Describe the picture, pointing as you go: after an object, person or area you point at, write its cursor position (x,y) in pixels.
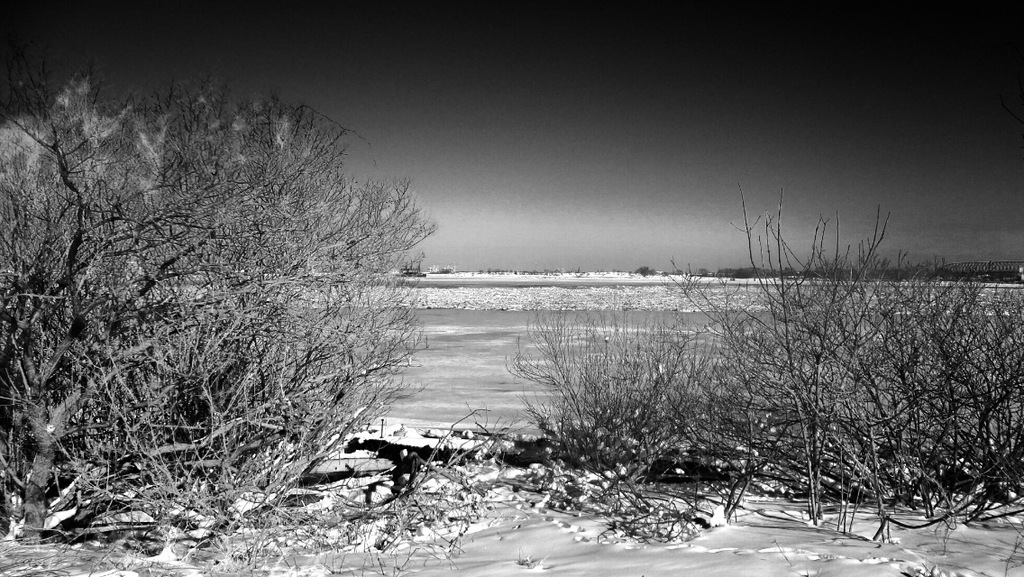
This picture is clicked outside the city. In the foreground (494,553) we can see the ground (427,537) and plants (817,411) and a tree (364,392). In the background (559,72) there is a sky (745,252) and an object (584,297) seems to be a water body (609,293).
